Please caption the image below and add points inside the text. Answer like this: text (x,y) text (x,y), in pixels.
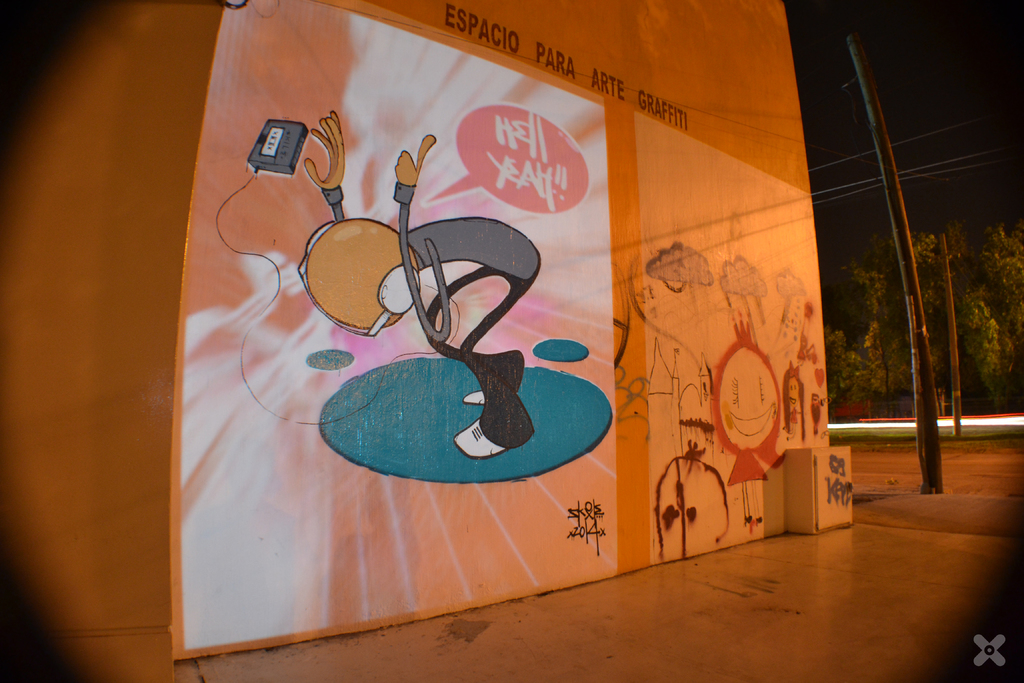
In this picture I can see the building (317,398). On the wall (650,320) I can see the paintings (566,226). On the right (1004,320) I can see street light (911,338), trees (874,374), plants (854,344) and grass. In the top right corner (850,59) I can see the darkness (920,59). In the bottom right corner (1001,658) there is a watermark (975,642).
